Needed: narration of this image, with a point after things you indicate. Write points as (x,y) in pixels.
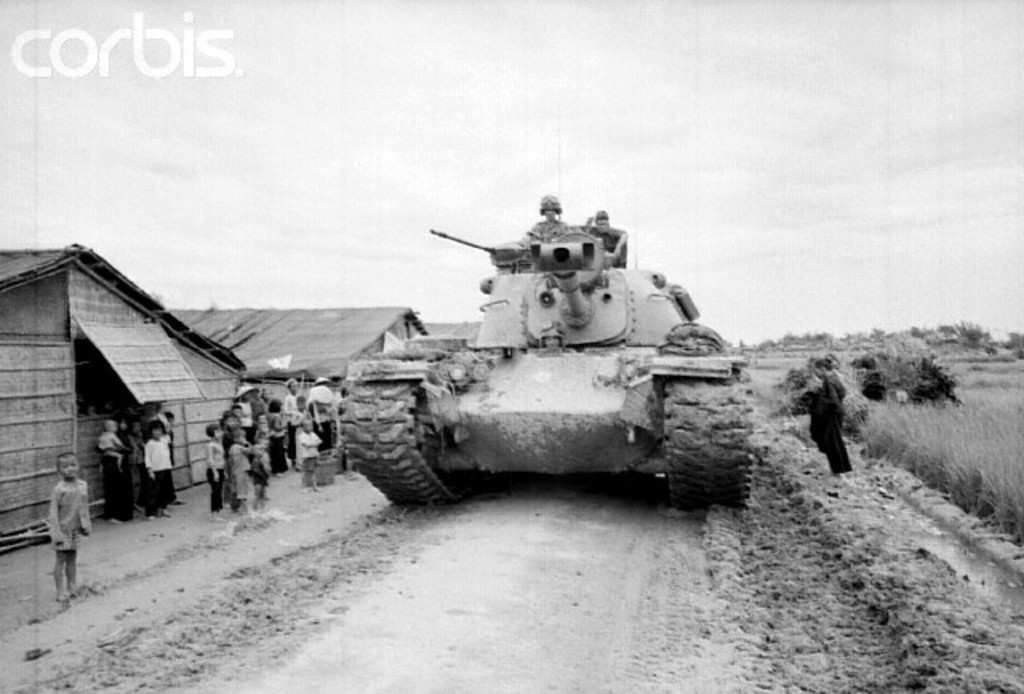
This is a black and white image there is a vehicle (476,414), on the left side (277,423) there are people (236,455) standing and there are houses (339,345), on the top left (199,40) there is some text (145,56).
